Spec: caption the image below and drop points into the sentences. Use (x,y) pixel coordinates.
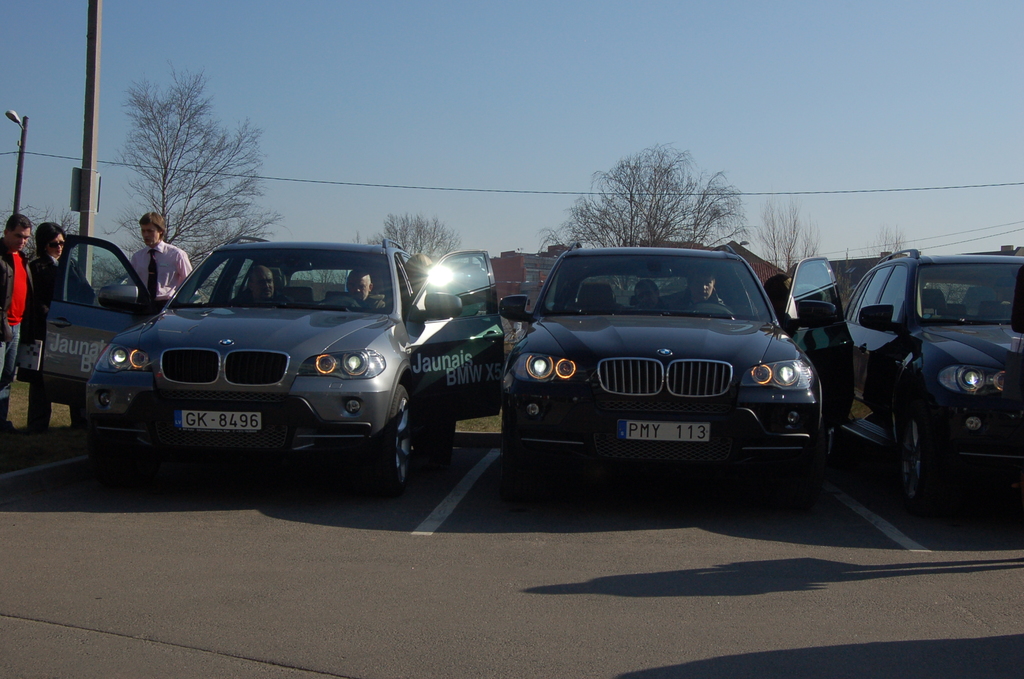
These are the cars (727,409), which are parked. I can see few people (18,263) standing and few people (263,294) sitting in the cars (457,303). I can see the trees (621,222). This looks like a pole (89,188). Here is the sky (605,92). In the background (522,290), I can see the buildings (525,274).
